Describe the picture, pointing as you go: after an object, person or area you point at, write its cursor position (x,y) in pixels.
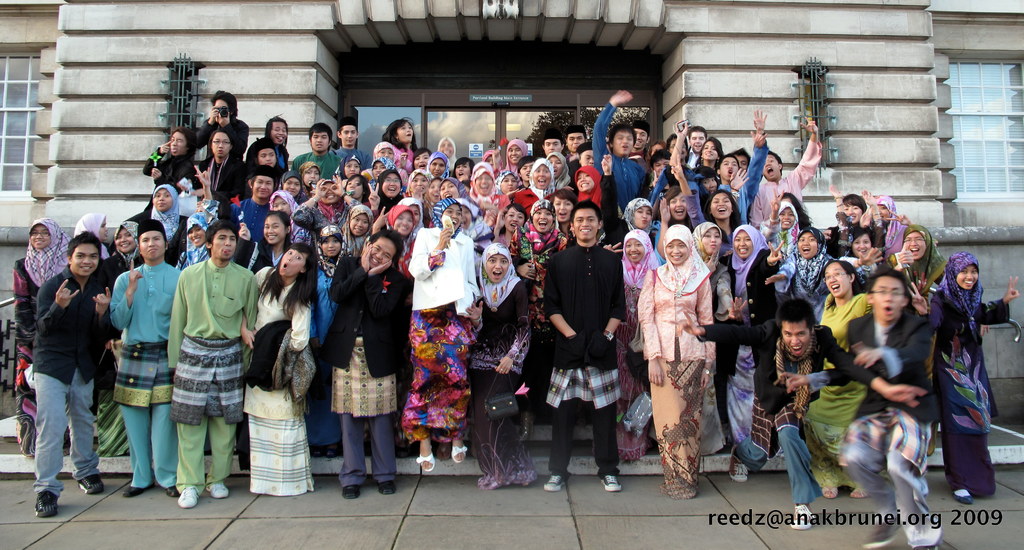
In the background (698,58) we can see windows (958,102), glass door (516,120) and the wall (22,39). This is a group photo. In this picture we can see people (905,441) giving different pose. At the bottom (985,518) we can see watermark (786,523).
